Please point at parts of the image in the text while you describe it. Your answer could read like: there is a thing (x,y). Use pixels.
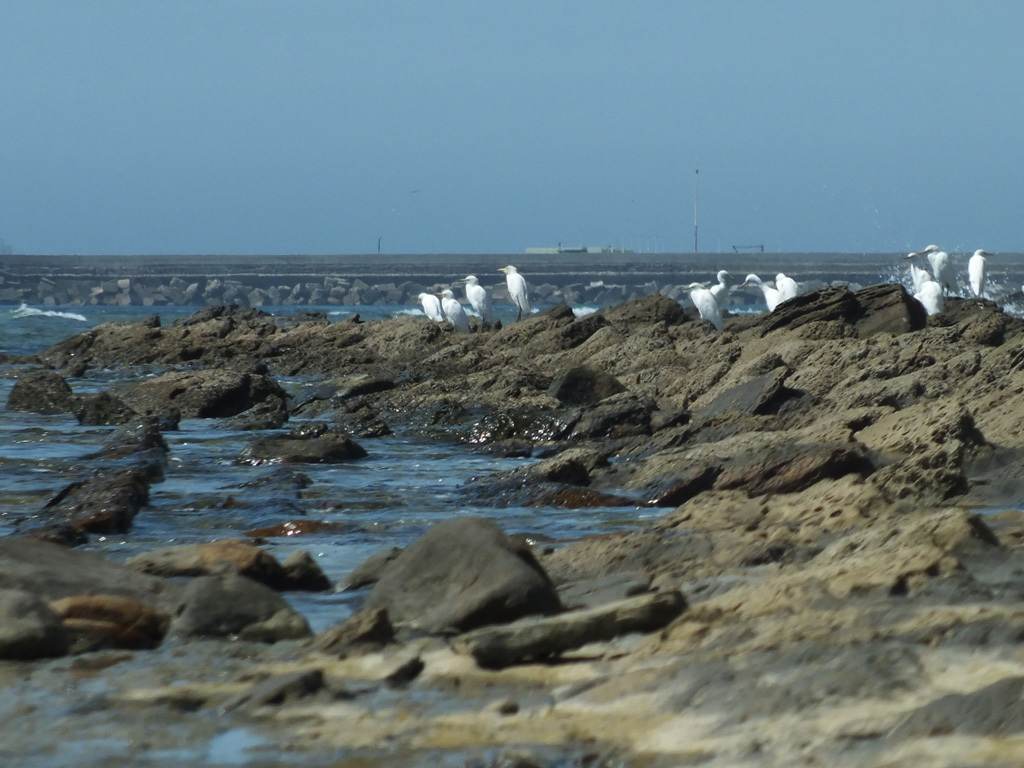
This picture shows few birds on the rock (751,336) and we see water (59,315) and a blue sky (699,211) and we see all the birds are white in color.
